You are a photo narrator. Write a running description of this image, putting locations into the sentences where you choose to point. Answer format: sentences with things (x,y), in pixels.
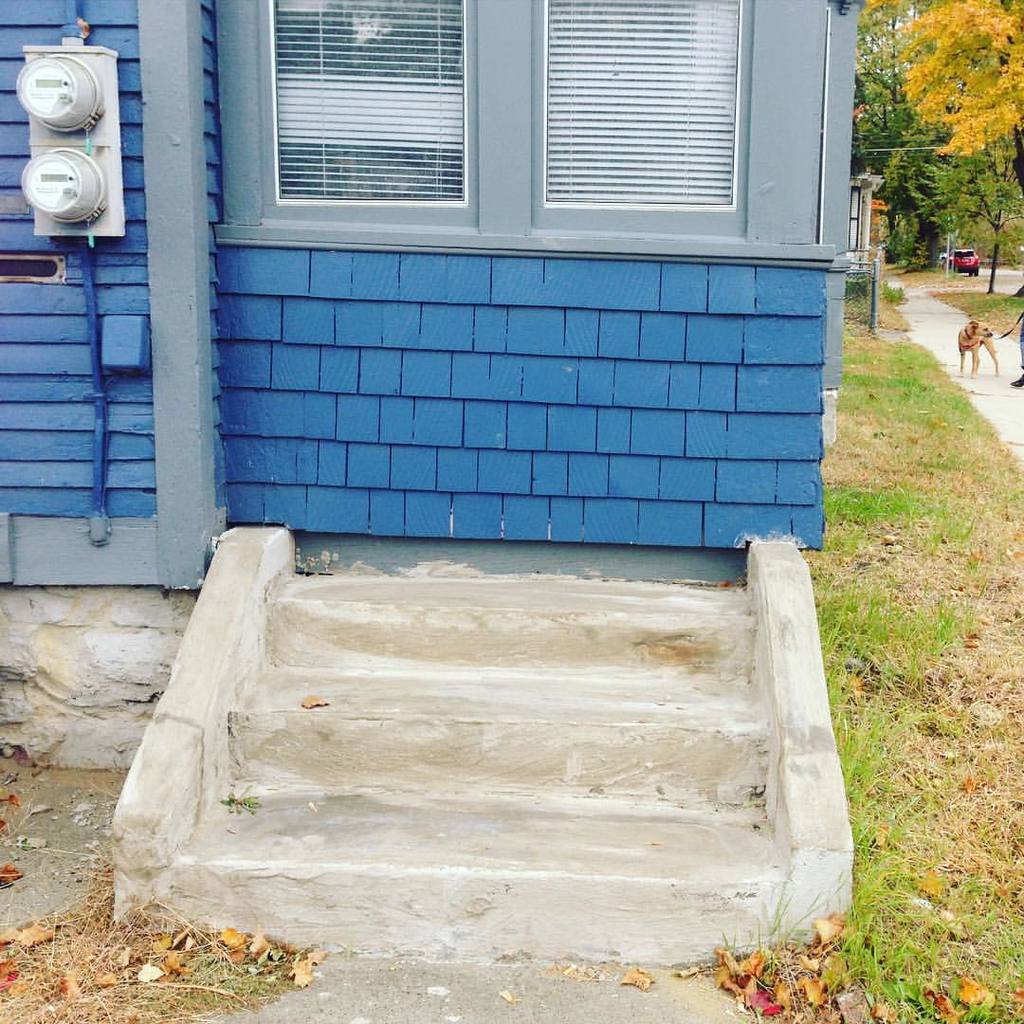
In this picture there is a building (609,43) in the foreground (540,636) and there is staircase (530,636) and there are objects (68,74) on the wall (38,18). On the right side of the image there is a vehicle (969,266) on the road (1004,273) and there is a dog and person (1016,383) standing on the road (936,312). At the back (885,15) there are trees (953,184). At the bottom (867,930) there is grass (885,927) and there is a road (998,389).
